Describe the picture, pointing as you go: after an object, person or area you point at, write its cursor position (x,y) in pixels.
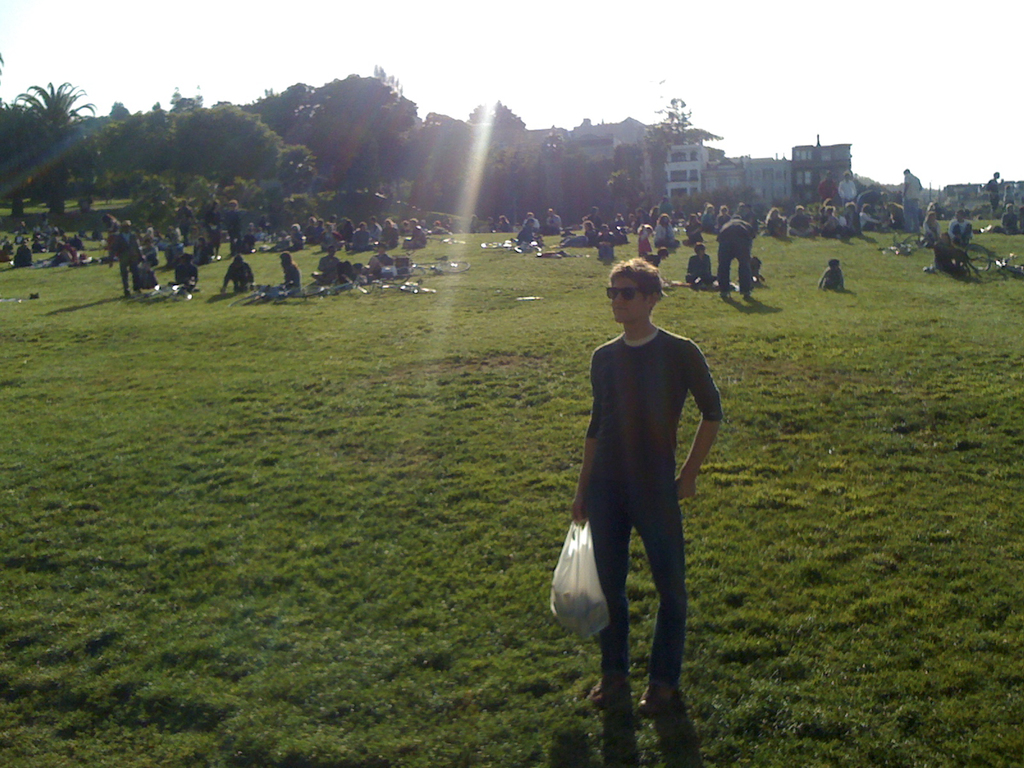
In this image I can see a man (626,383) in front (613,578) who is holding a cover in his hand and I see that he is standing. I can also see he is wearing shades (628,297). In the background (630,222) number of people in which most of them are sitting and rest of them are standing and I see the trees (487,190), buildings (588,120) and the sky (908,43) and I can also see the grass (490,388).
